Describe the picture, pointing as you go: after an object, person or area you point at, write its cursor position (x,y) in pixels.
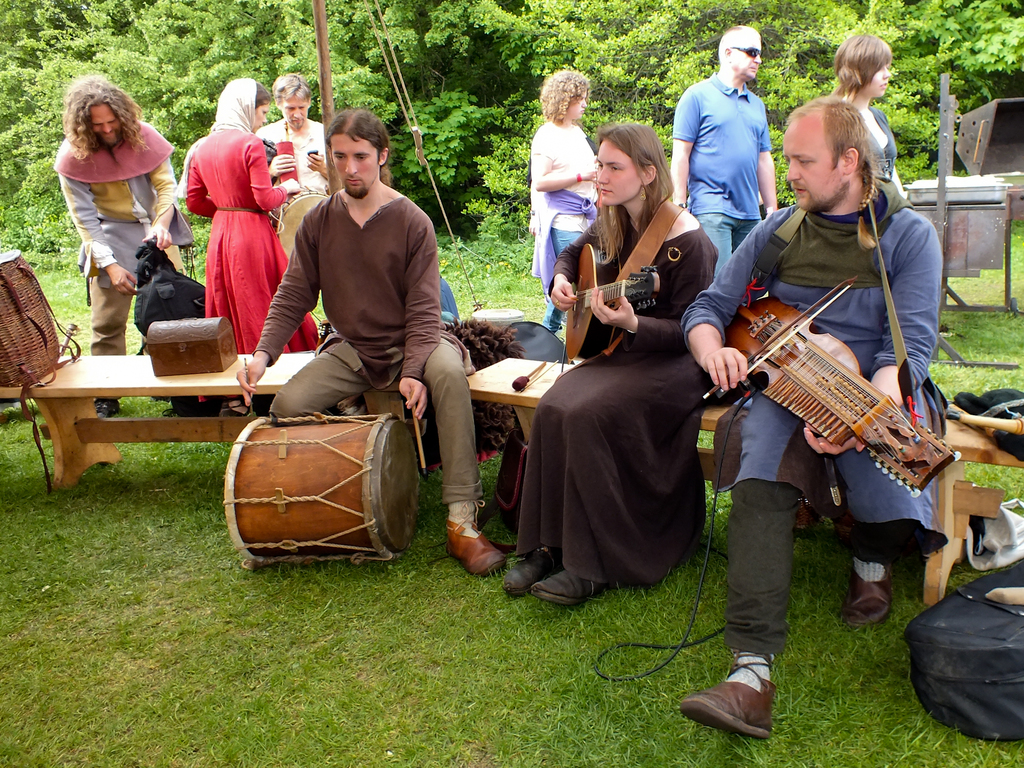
This picture is taken in the garden (965,564), There are some people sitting on the bench (250,360) of yellow color and there are holding some music instruments (861,388) and in the background (150,177) there are some people (161,173) walking in the garden (439,168) and there are some trees (444,33) which are in green color.
